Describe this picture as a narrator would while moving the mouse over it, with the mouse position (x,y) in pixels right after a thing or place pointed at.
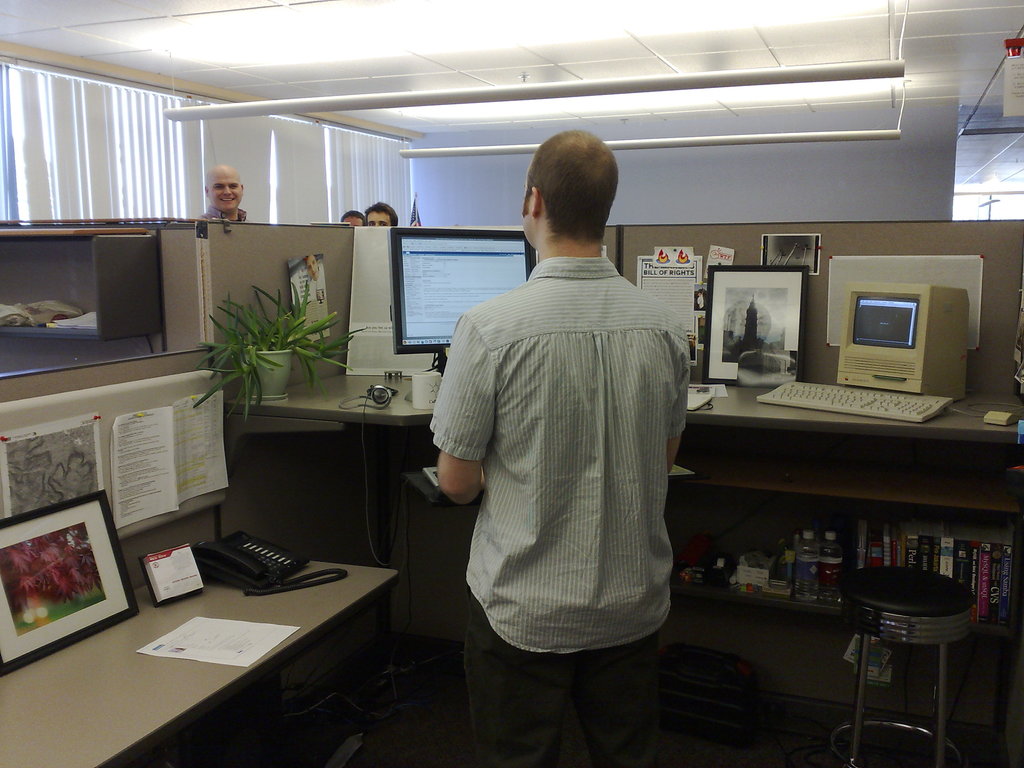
The picture is taken inside a room (457,554) where a person (478,566) is standing in the middle (564,472) and wearing a shirt (550,485) and pant (515,665), in front of him there is a table (374,415) on it there is a monitor (403,348) and a flower pot (295,354) and some papers (315,281) on it and there is a keyboard (840,406) and a photo (768,343) and a telephone (267,582) and some books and there is a shelf (791,508) where there are books (957,562) and water bottles (831,575) and other things (741,574) and a stool (936,628) is present and in front of him there are three people (224,213) standing and behind them there is a big window (172,160) with curtains (165,176).
